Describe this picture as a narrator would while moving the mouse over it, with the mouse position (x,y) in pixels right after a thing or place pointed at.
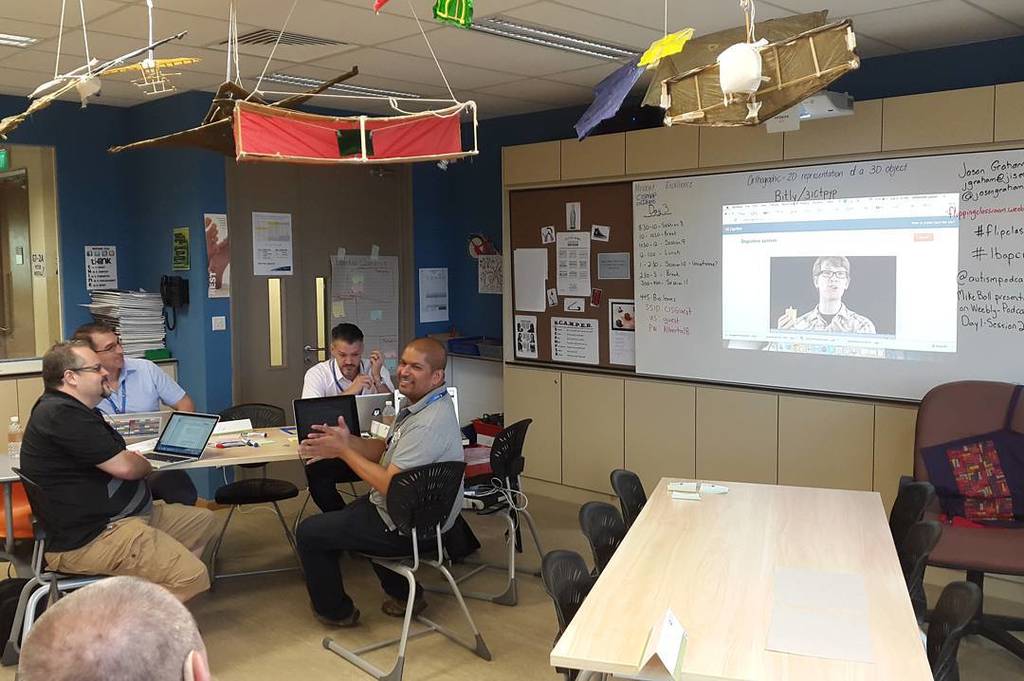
There are four people (162,381) sitting on the chairs (421,487). This is the table (226,456) with laptops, papers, marker pens (243,441) and few other objects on it. I can see another wooden table (701,580) with a name board (680,648) and paper (803,633) on it. These are the empty chairs (617,509). This is a screen (765,288). This looks like a projector (818,104) which is attached to the rooftop (50,68). I can see few objects (322,129) hanging. This is the white board (686,289) attached to the wall (650,153). These are the posters (584,269) attached to the notice board (591,256). This looks like a door (310,304) with a door handle (319,349). I can see few books (139,321) here. At the bottom left corner (87,612) I can see the person head (142,613). These are the ceiling lights (607,54) attached to the rooftop (481,41).
